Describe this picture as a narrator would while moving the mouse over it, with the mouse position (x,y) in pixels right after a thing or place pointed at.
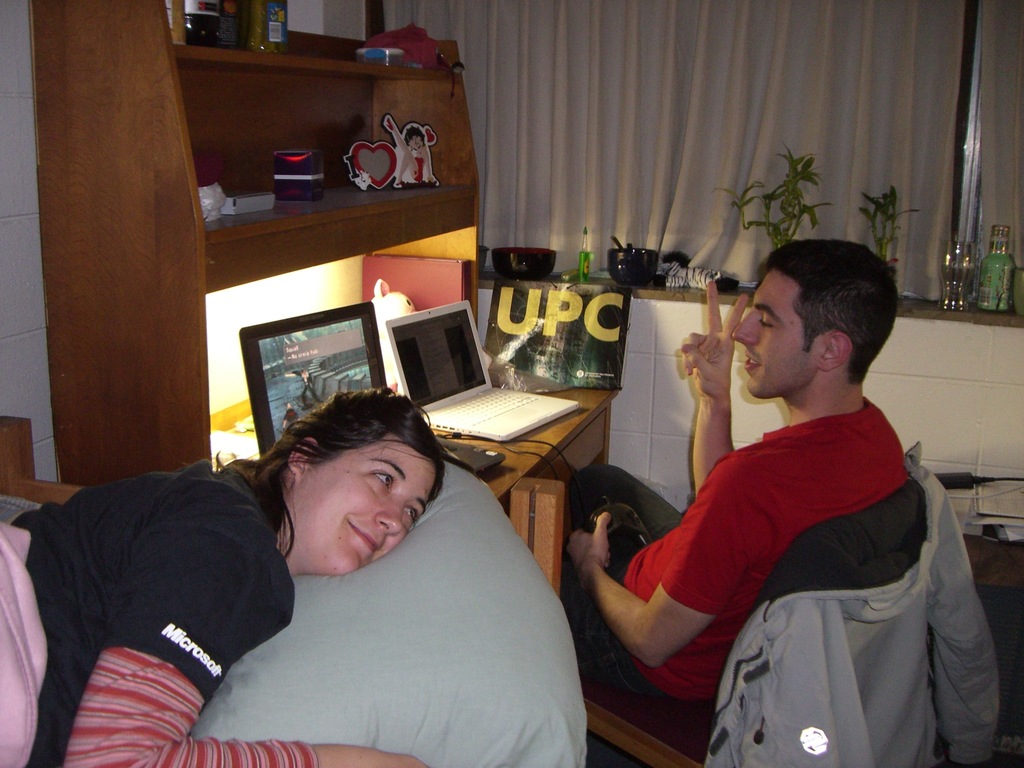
In this picture we can see man (737,635) sitting on chair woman (395,479) lying and smiling on some sofa material (394,598) and in front of him we can see table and on table (569,392) we have two laptops (454,355), frames (361,162), toys (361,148) and background we can see curtains (630,136), bowls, bottles (1001,254), jar (971,263).
